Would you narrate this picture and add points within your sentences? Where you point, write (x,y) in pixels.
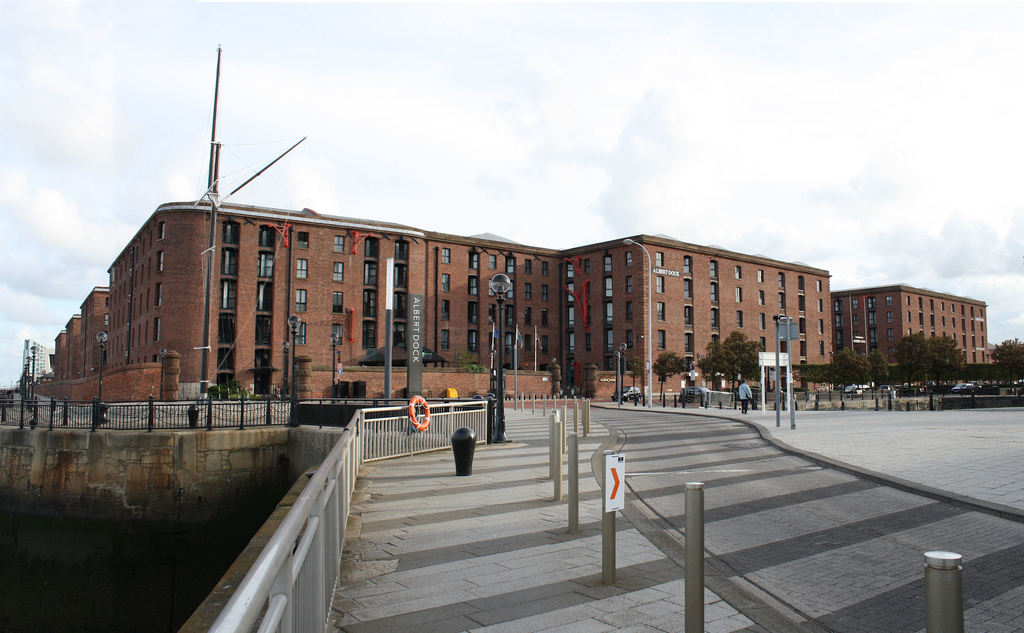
In this image there is a bridge (680,522) on that bridge (475,614) there is a footpath (710,610) and road (856,620) is separate with small poles (570,464) and there is fencing (344,503) around the bridge (423,416), there are some light pole (503,398) and in the background (104,265) there is big building (211,360), trees (728,359) and a sky (399,190).
